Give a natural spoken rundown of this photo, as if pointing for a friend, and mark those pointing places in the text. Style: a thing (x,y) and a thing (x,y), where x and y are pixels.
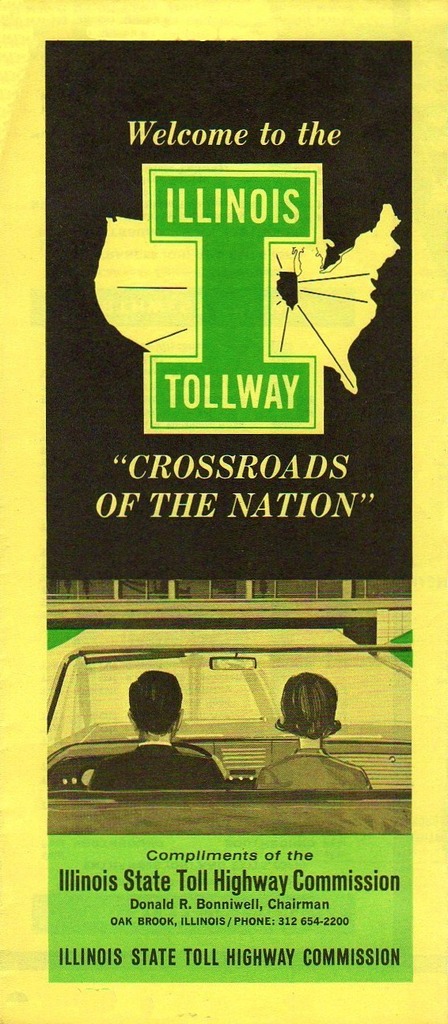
In this picture we can see a poster (288,918), here we can see two people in a vehicle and we can see some objects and some text (392,879) on it.
